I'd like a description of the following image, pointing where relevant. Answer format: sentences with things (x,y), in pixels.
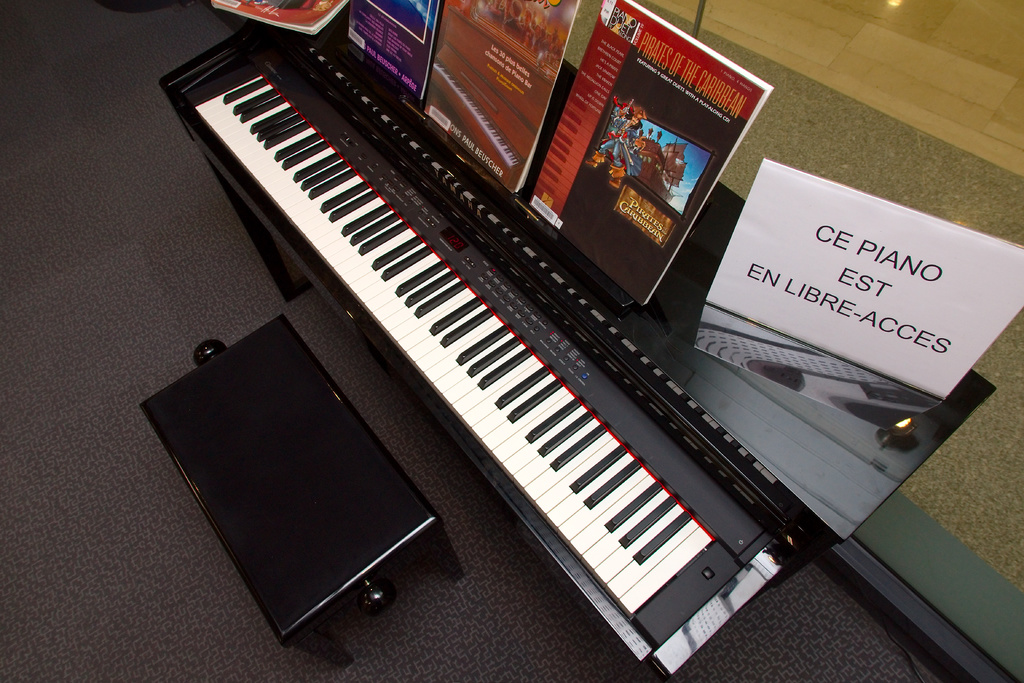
This picture describes about the piano (524,378) and some books (623,119) on it.
